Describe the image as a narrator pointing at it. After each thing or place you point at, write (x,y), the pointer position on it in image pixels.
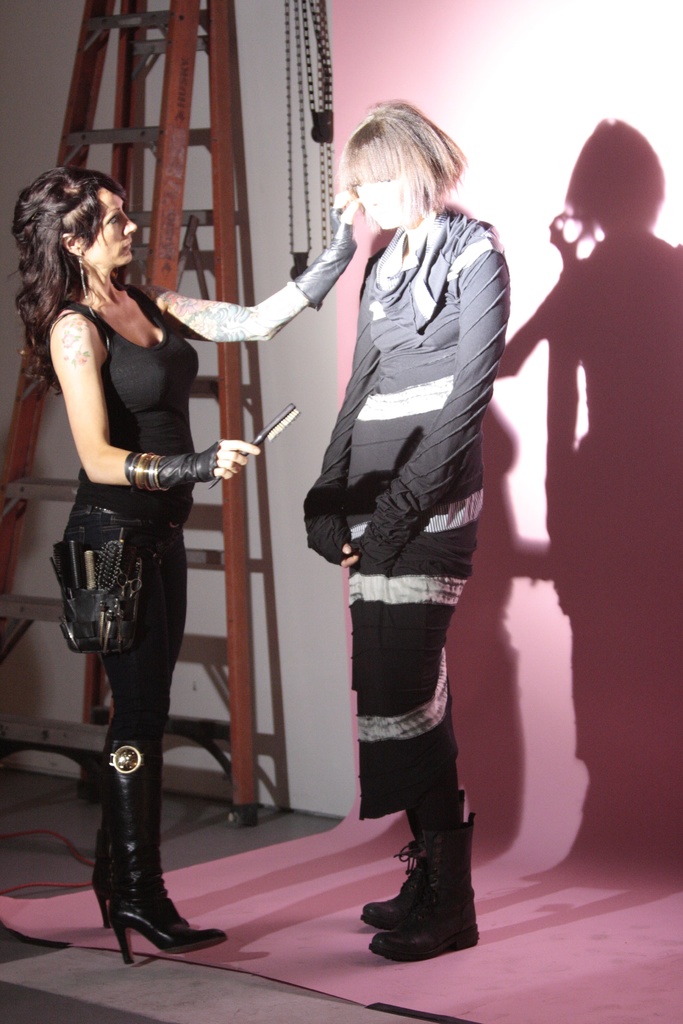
In this image there is a women (162,498) standing in front of a person (396,303), in the background (90,10) there is a wall (198,78) and a ladder (189,93).
